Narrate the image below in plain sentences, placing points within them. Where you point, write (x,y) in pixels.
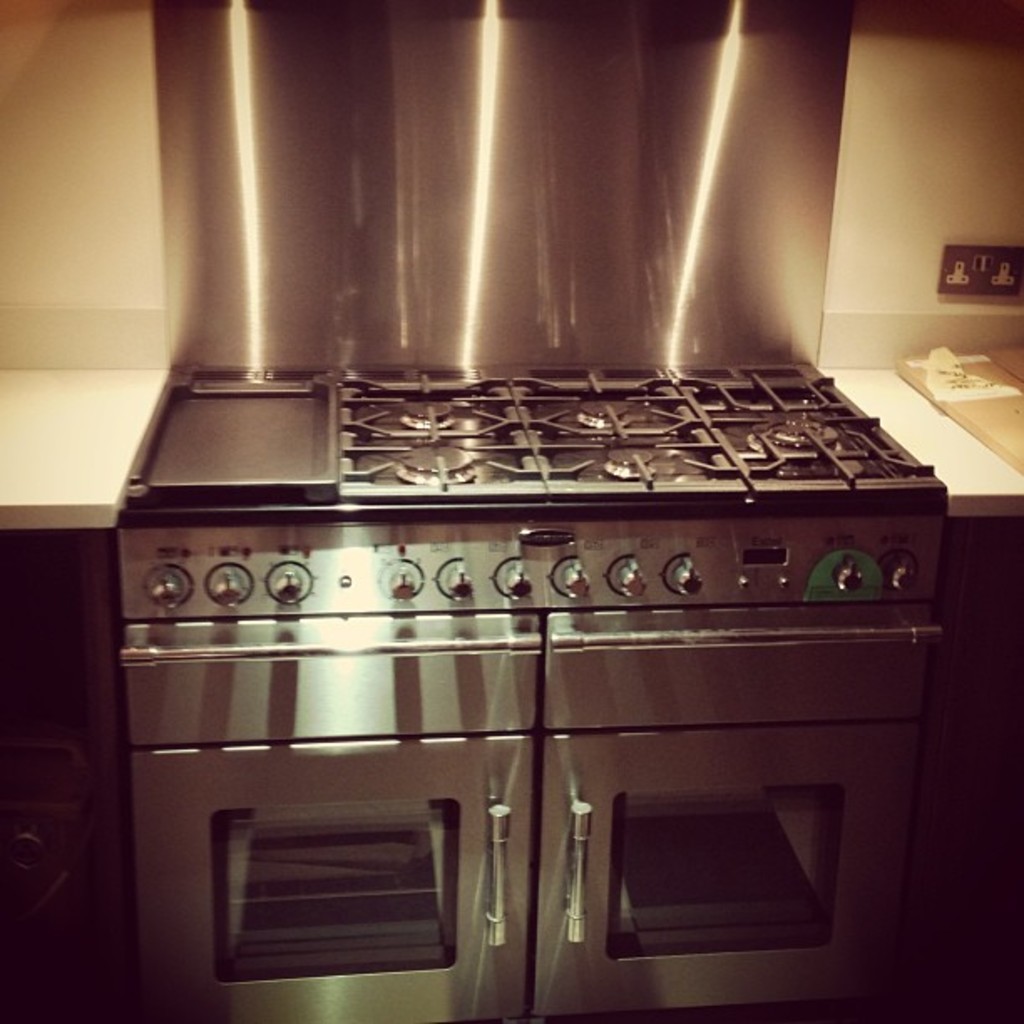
There is a stove (598,487) between kitchen countertops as we can see in the middle of this image (612,534), and there is a wall (68,171) in the background (540,136).
